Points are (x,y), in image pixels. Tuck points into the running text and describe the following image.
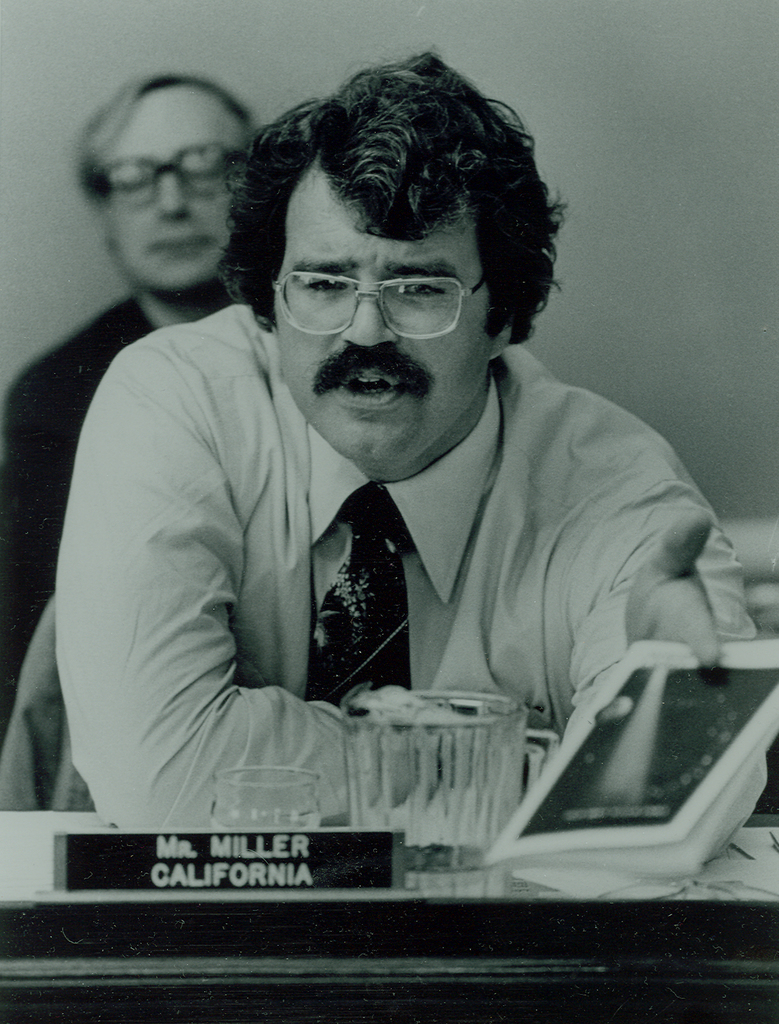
This is a black and white picture. Here we can see two men (357,448) and they wore spectacles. Here we can see glasses (461,716), book (569,804), and a name board (381,885) on the table (418,923). In the background (593,22) there is a wall (566,150).
